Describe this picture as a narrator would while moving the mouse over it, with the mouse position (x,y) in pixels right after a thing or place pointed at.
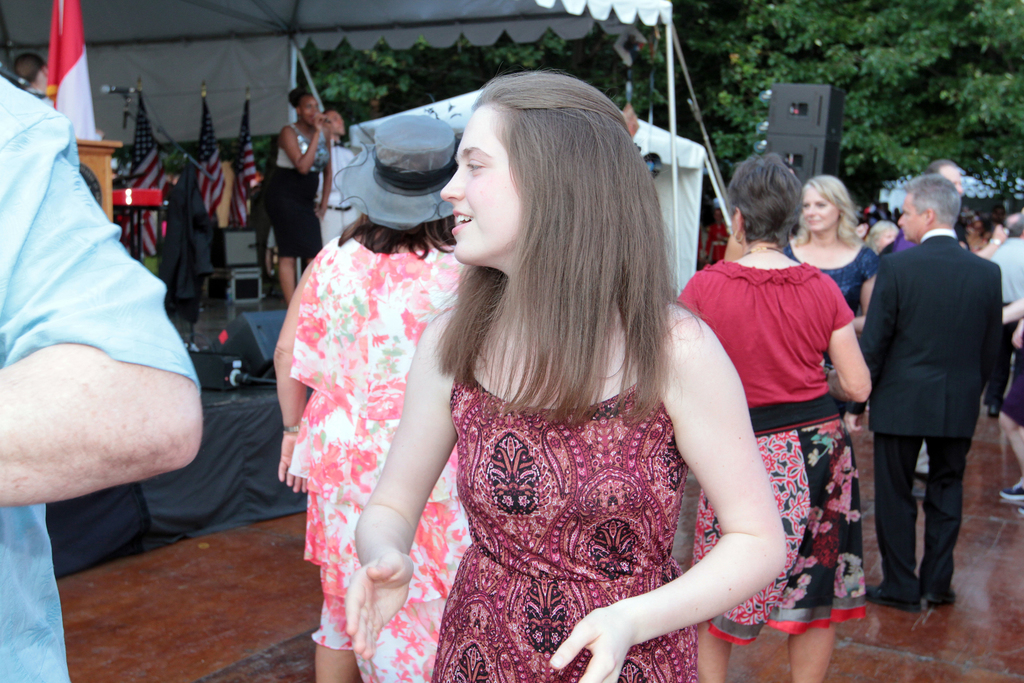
This image consists of a girl (504,495) wearing red dress (510,592) is walking. On the left (33,408), there is a man (46,493). In the background (284,111), it looks like a concert. And there are many people (342,297) in this image. At the bottom (250,653), there is a road (941,611). On the left (244,24), there is a tent (159,32). On the right (835,83), there are trees (887,130) along with a speaker (811,145).
